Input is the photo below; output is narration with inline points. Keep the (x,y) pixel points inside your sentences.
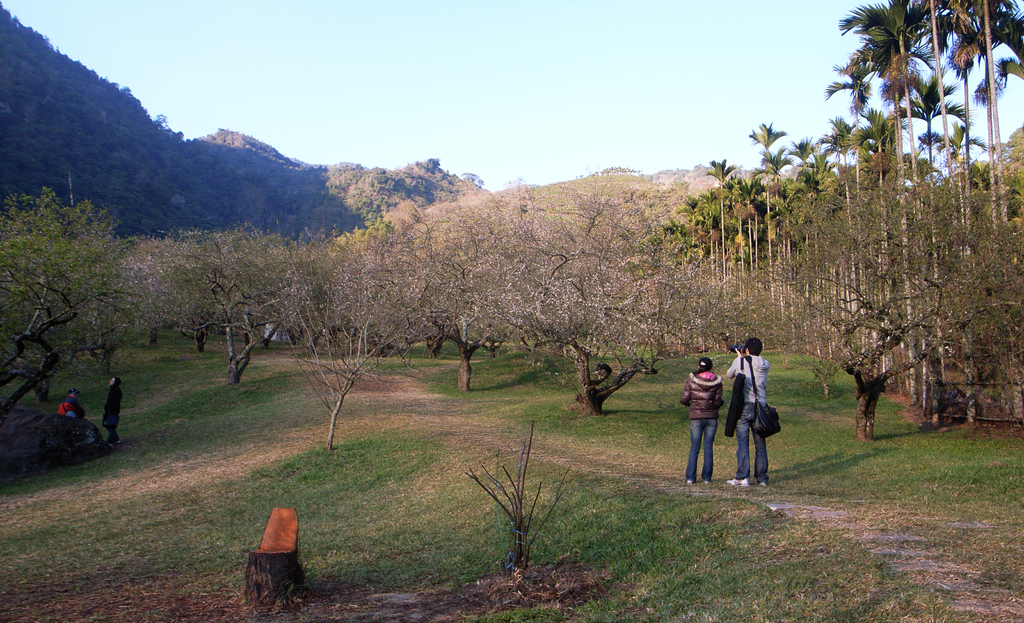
In this picture there are two person (711,401) standing on the land (705,491). There is a man (739,419) who is wearing black shoulder bag (768,413), shirt (751,383), jeans (738,441) and shoe (747,483). He is also holding camera (737,353). Besides him we can see a woman (707,416) who is wearing jacket (701,414), jeans (695,435) and shoe (688,479). On the bottom (679,527) we can see grass (595,529). On the left (111,403) we can see group of persons (77,396) standing near to the tree (42,387). On the background (468,173) we can see mountains (187,199) and many trees (747,184). On the top (680,21) there is a sky (605,28).
